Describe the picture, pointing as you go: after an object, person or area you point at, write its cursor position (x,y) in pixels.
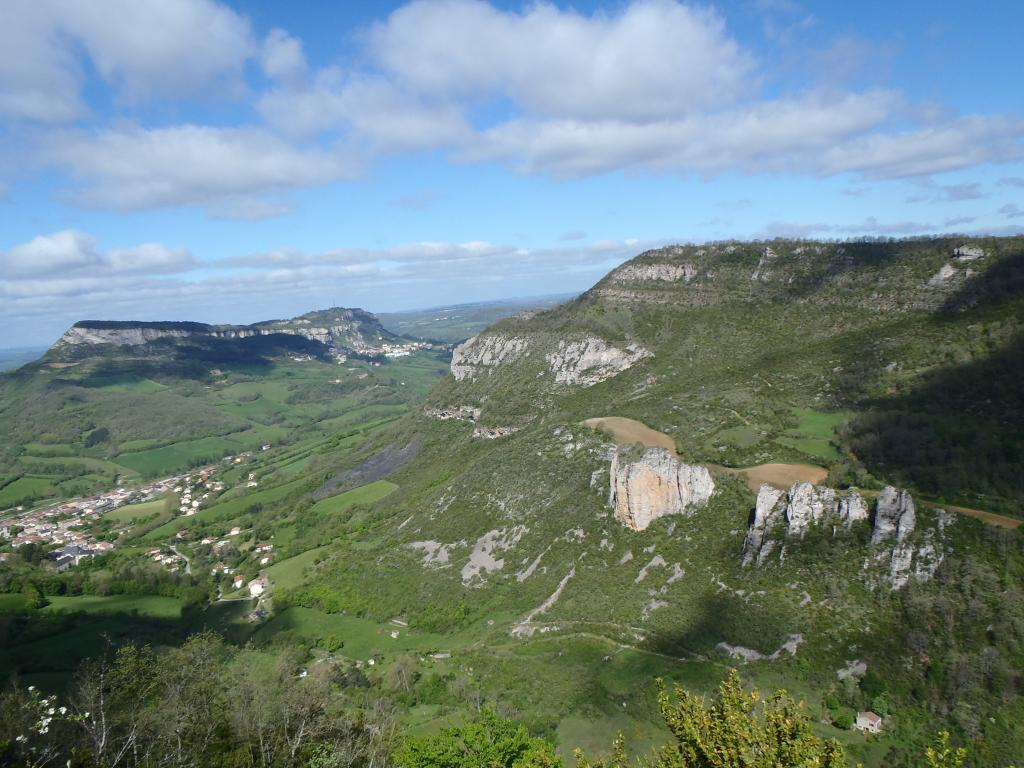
In this image I see the mountains (426,356) on which there is grass (651,358) and I see trees (61,728) over here. In the background (632,228) I see the sky (408,173) which is of white and blue in color.
